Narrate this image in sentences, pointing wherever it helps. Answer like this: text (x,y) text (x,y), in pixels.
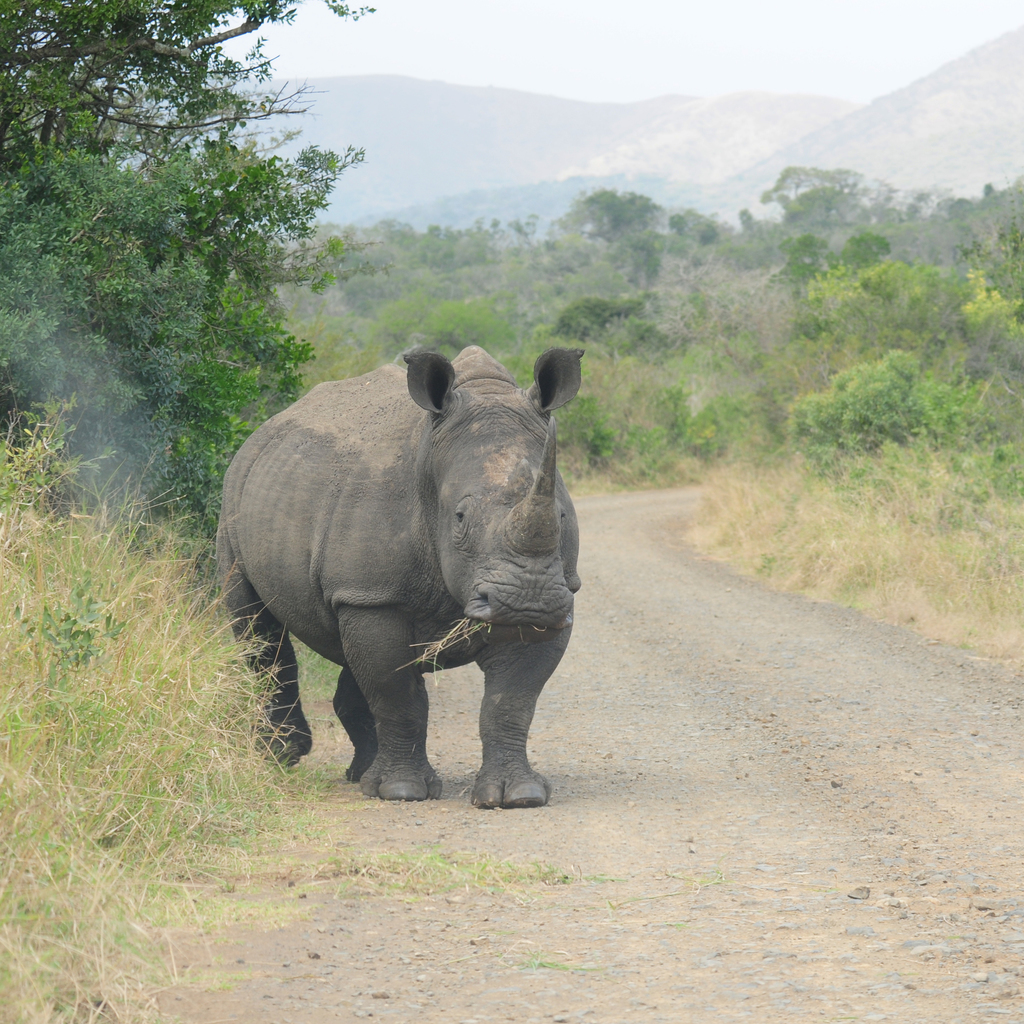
In the center of the image (387,494) we can see rhinoceros (398,494) on the road (665,747). In the background (523,218) there are trees (511,272), hills (541,136) and sky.
